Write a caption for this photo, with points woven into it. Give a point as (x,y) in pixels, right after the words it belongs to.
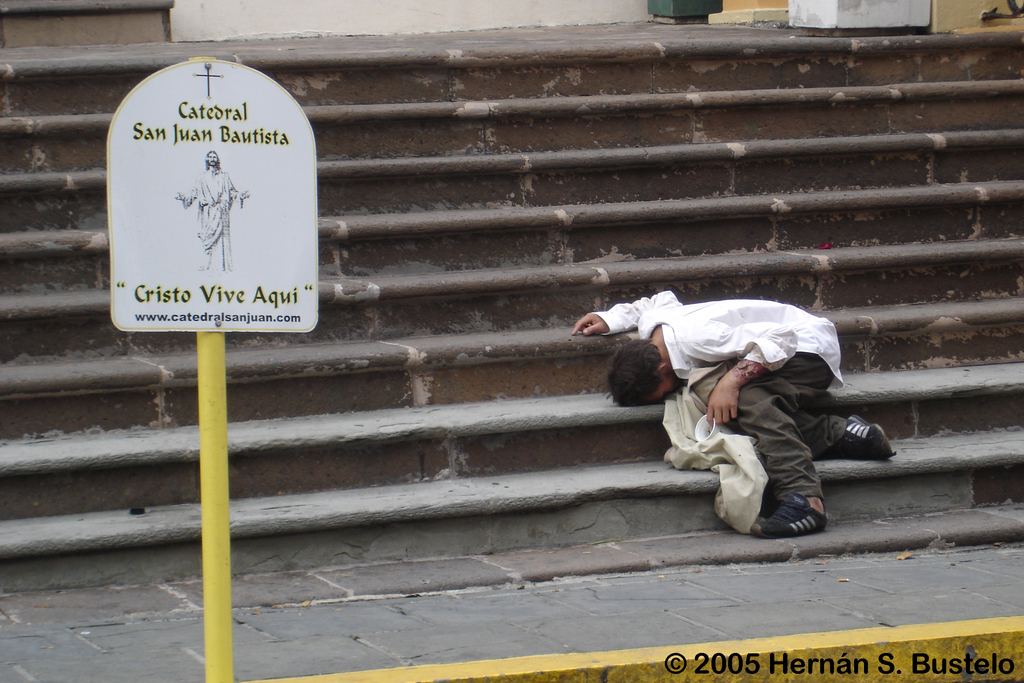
In this image I can see a person (747,410) sitting on the staircases (675,233), in front there is a board (262,114) to the pole (220,472).
